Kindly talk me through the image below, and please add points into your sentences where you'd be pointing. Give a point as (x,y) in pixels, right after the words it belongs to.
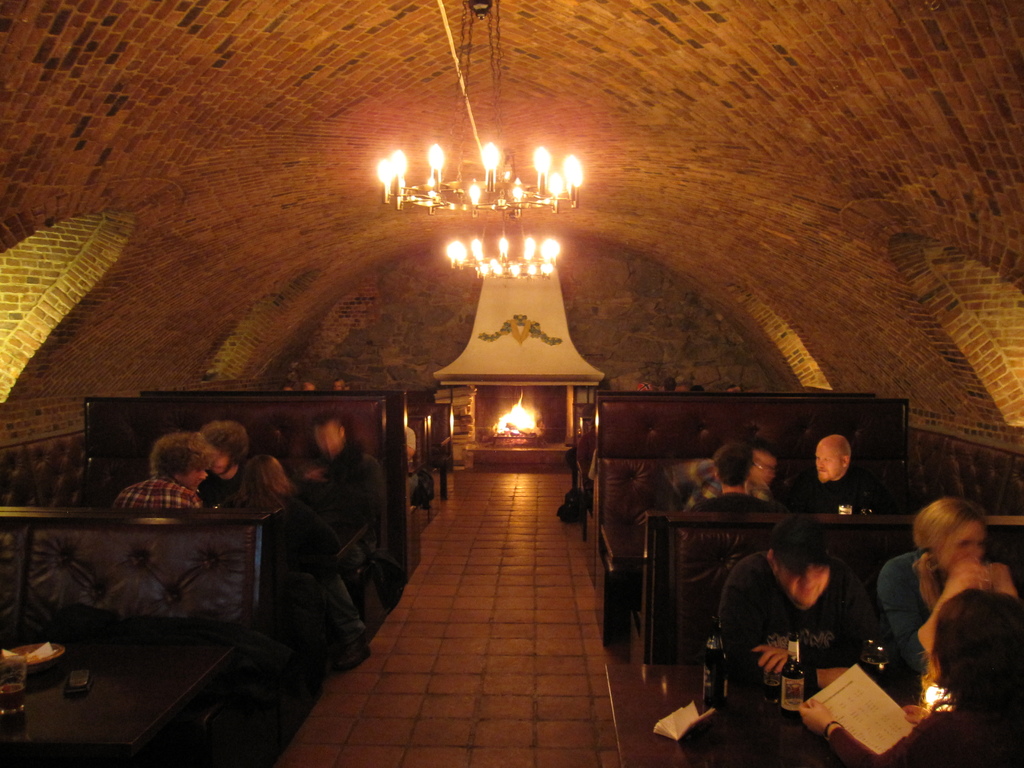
On the right (768,756) there are tables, couches (661,506), bottles (790,656), drinks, light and other object (864,734). On the left (257,475) there are couches (351,398), people (227,442), tables (64,654) and other objects (25,659). In the center of the picture (487,358) there is a fireplace (545,369) and a chandelier (481,257). At the top (480,233) it is roof (860,386).
